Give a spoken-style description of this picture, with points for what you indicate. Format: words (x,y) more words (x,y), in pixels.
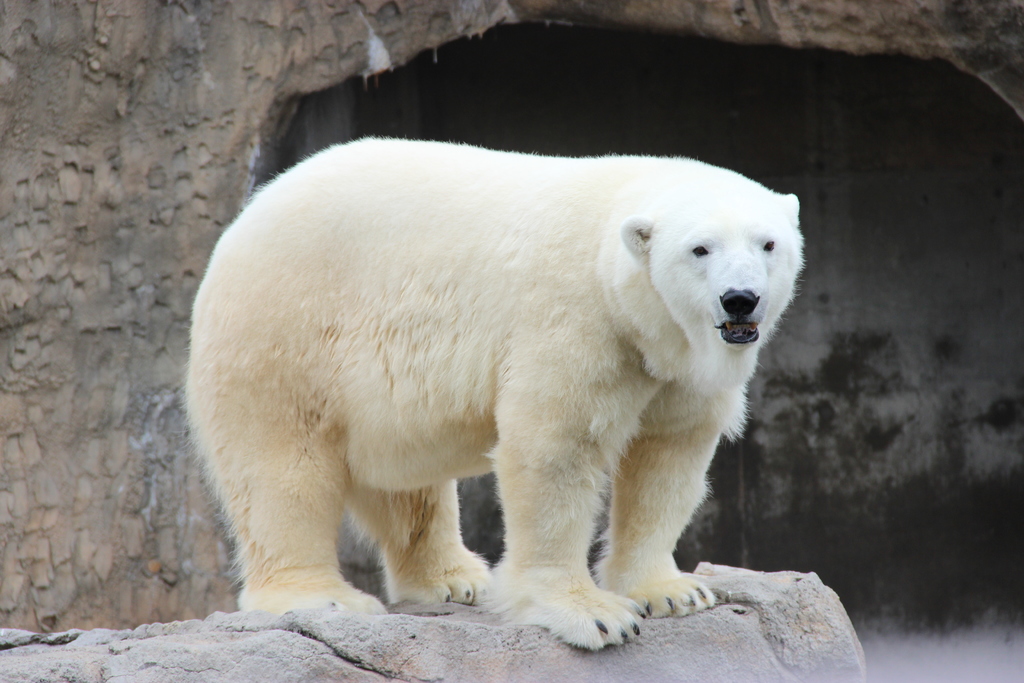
In this image we see an animal (465,316). There is a wall (254,94) in the image. There is a rock (814,648) in the image.
